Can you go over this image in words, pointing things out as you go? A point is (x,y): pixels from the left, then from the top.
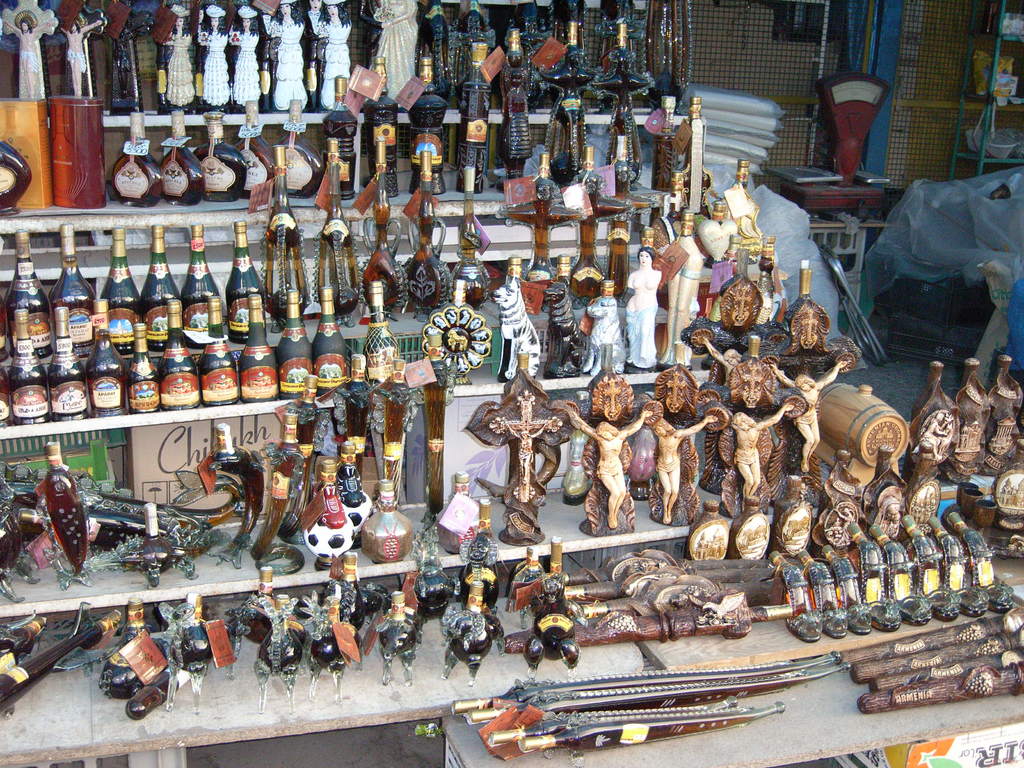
In the picture there are different dolls (289,93), bottles (251,490) and some sculptures (661,490) are kept in the display (186,416) and behind these items (24,666) there is a mesh (810,108) and in front of the mesh (910,71) there are some unwanted objects (964,218) are kept.
